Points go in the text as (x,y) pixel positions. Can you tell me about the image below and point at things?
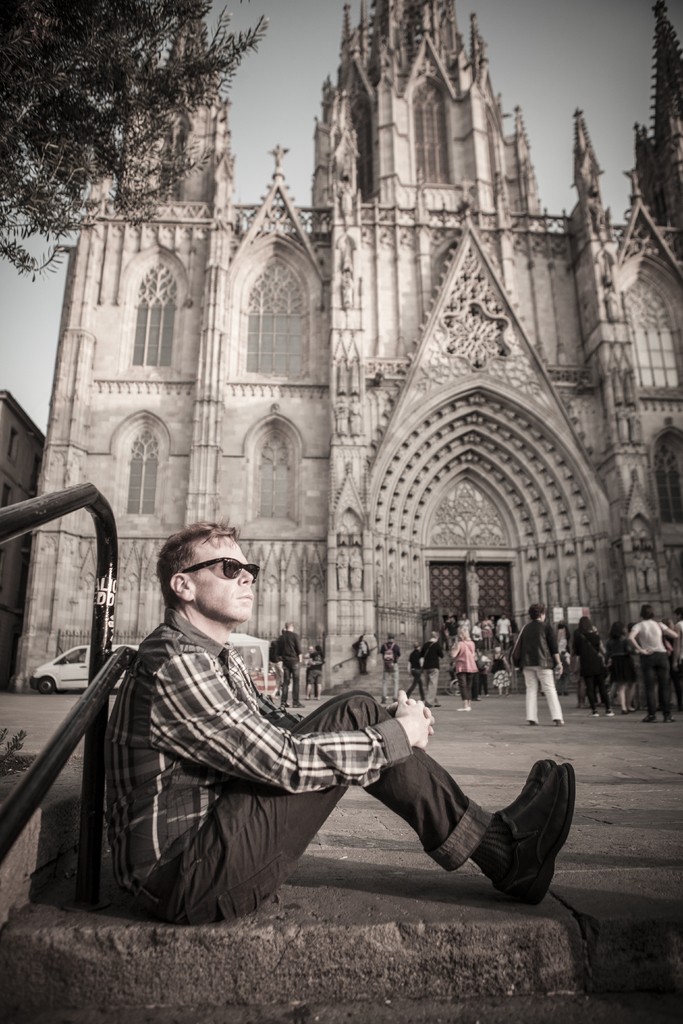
In this image we can see a man (196,741) is sitting on the stairs (335,952). He is wearing shirt (238,740) and pant (424,802). Left side of the image (19,527), one railing (84,763) is there. Background of the image (141,312) we can see monument (429,473) and people (294,663) are standing. Top left of the image (89,74) tree branch (67,84) is there.
